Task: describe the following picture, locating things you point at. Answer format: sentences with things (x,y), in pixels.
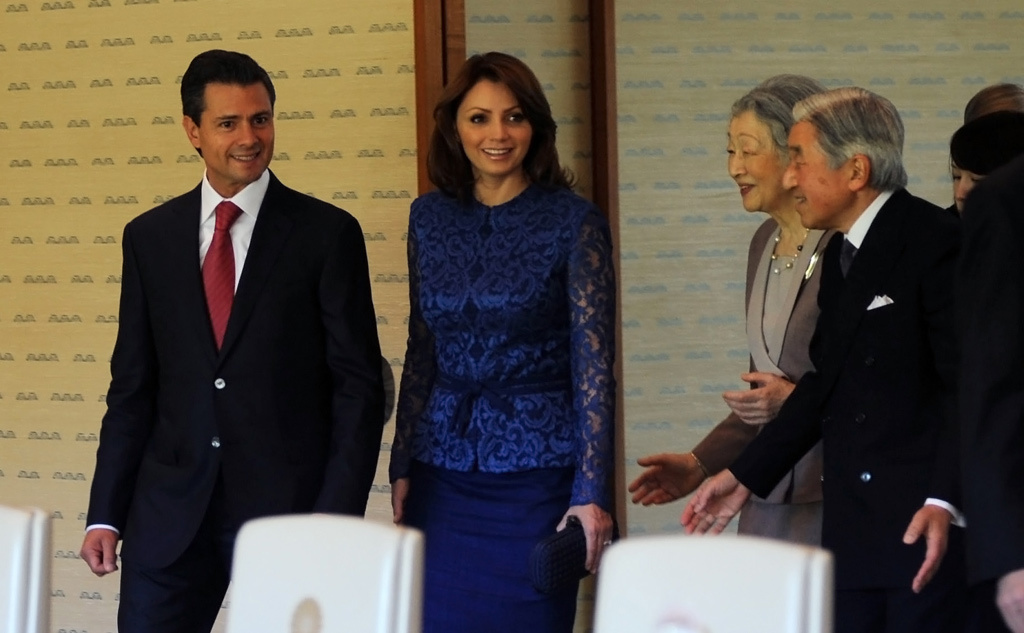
In this picture I can see two persons (522,253) standing and smiling, there are chairs (719,624), and there are group of people (821,271) standing, and in the background (797,45) there is a wall (797,45).
